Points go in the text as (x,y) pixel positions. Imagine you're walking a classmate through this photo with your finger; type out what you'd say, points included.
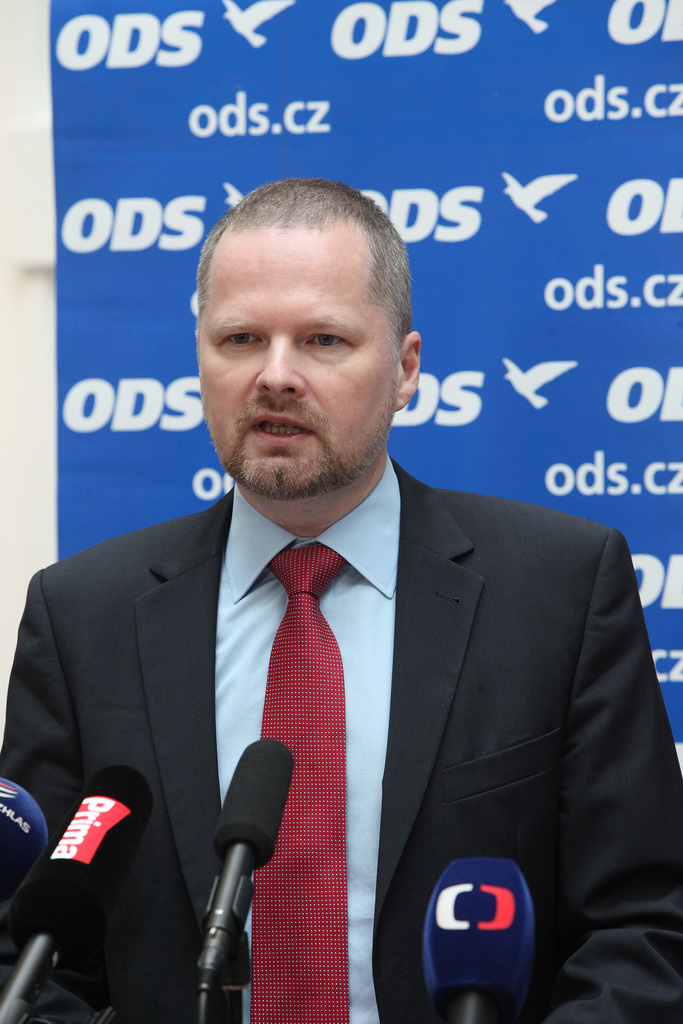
This is the man (329,625) standing. He wore a shirt (353,680), tie (329,625) and suit (448,833). These are the mikes (253,853). In the background (554,145), I think this is a hoarding (434,180) with the letters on it.
